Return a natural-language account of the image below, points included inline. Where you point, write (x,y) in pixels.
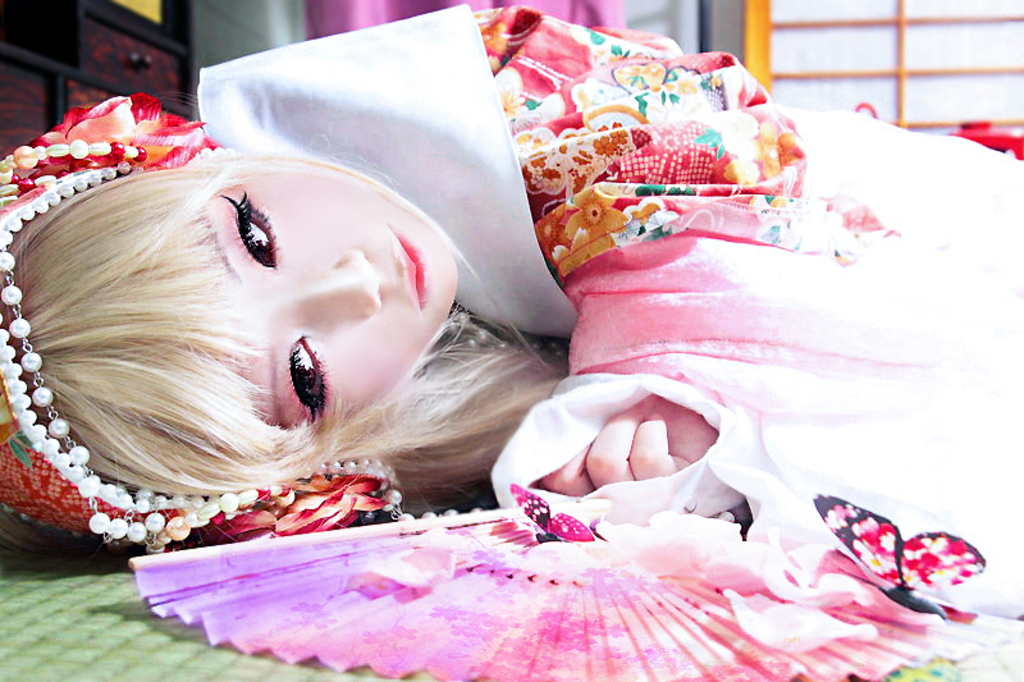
In this picture we can see a woman (396,328) in the fancy dress (741,135) is laying on the mat (86,558) and behind the person (265,312) there are drawers (65,96) and other things (255,32).
